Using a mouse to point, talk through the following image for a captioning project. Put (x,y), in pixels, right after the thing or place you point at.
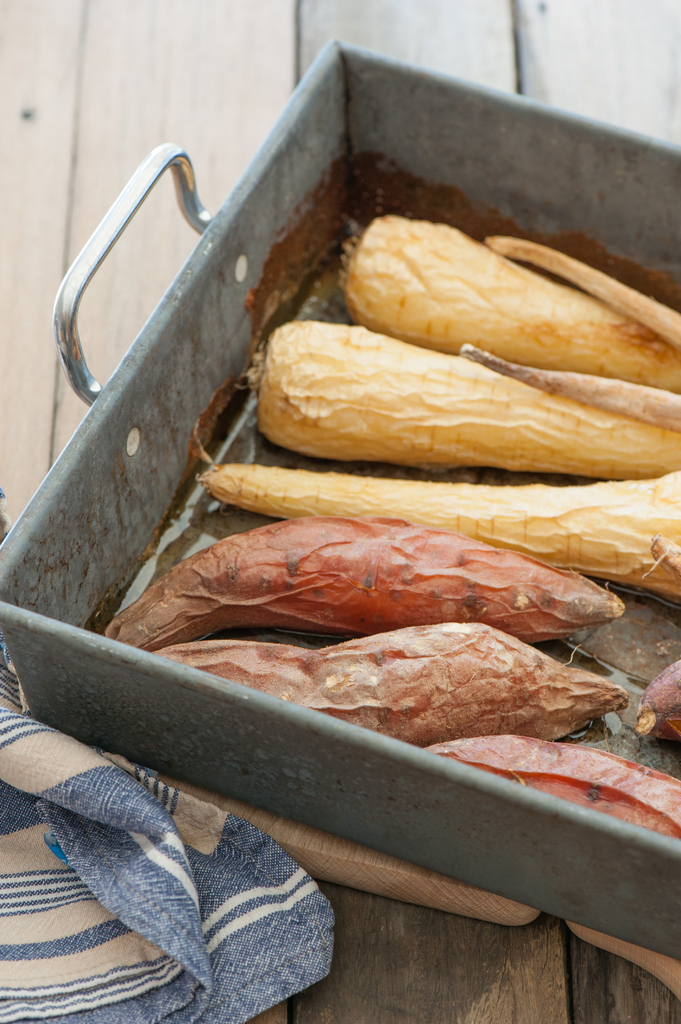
In this image there is a tray (251,193) and a cloth (201,934) on a wooden table (468,954). In the tray (541,240) there are vegetables (415,353). At the top (189,70) there is the wooden table (487,44).
